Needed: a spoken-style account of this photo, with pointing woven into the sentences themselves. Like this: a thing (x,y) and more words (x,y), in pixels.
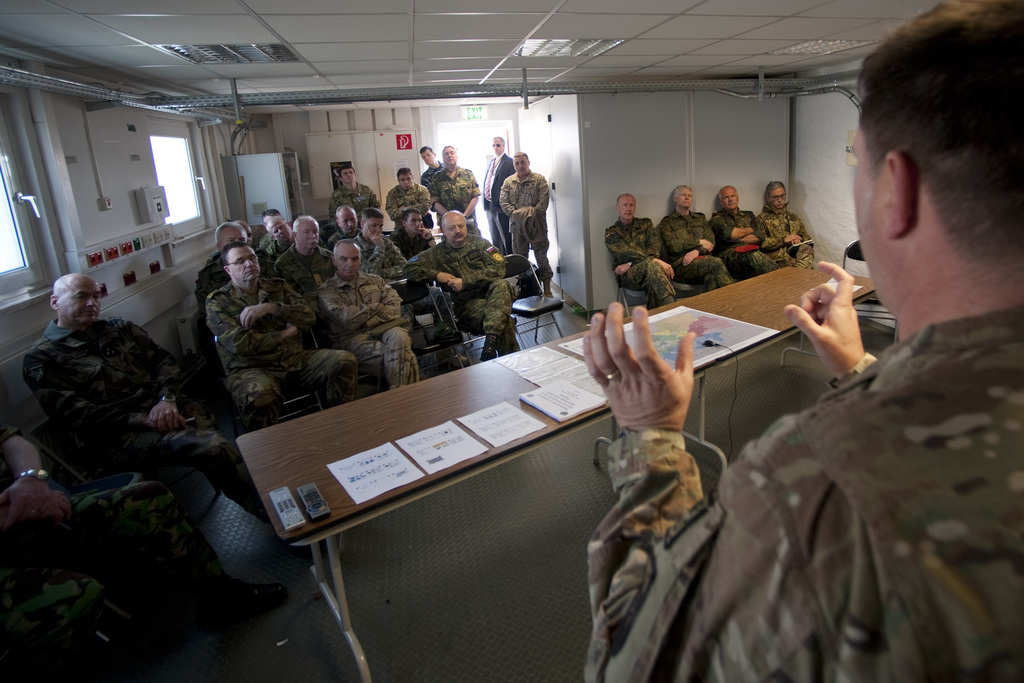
There are so many people (297,245) sitting on chairs (435,310) in uniform (223,443) in front of table (253,480) with papers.
